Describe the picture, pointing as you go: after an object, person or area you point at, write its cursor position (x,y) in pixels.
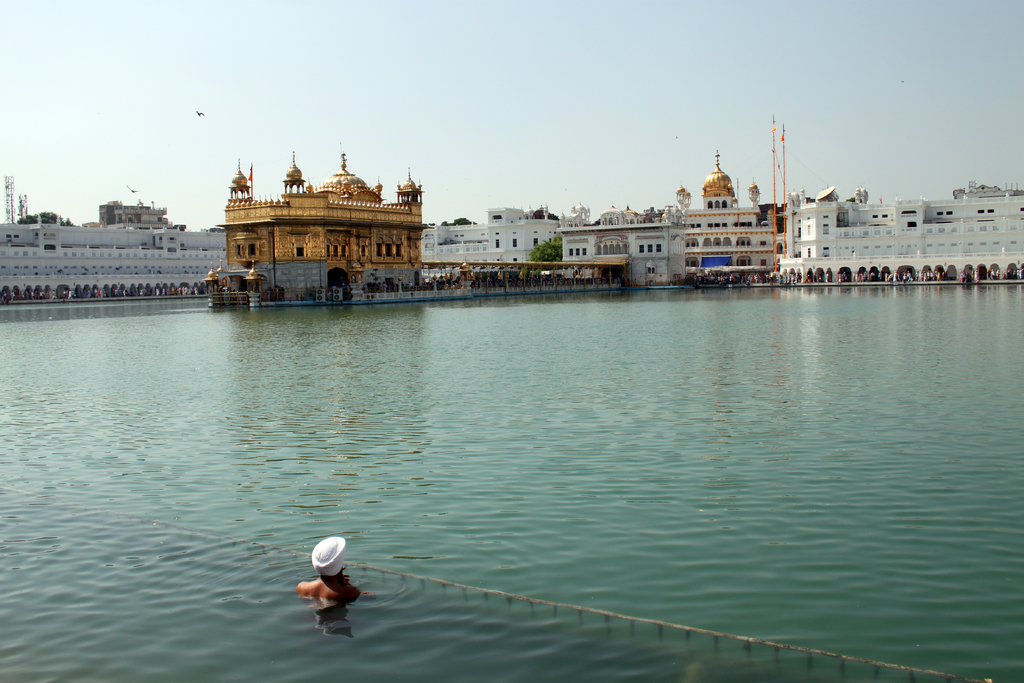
There is a person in the water (439,547). In the background (349,288) we can see buildings (687,245), poles (776,156), trees (550,258), persons (985,276), and sky (497,112).
